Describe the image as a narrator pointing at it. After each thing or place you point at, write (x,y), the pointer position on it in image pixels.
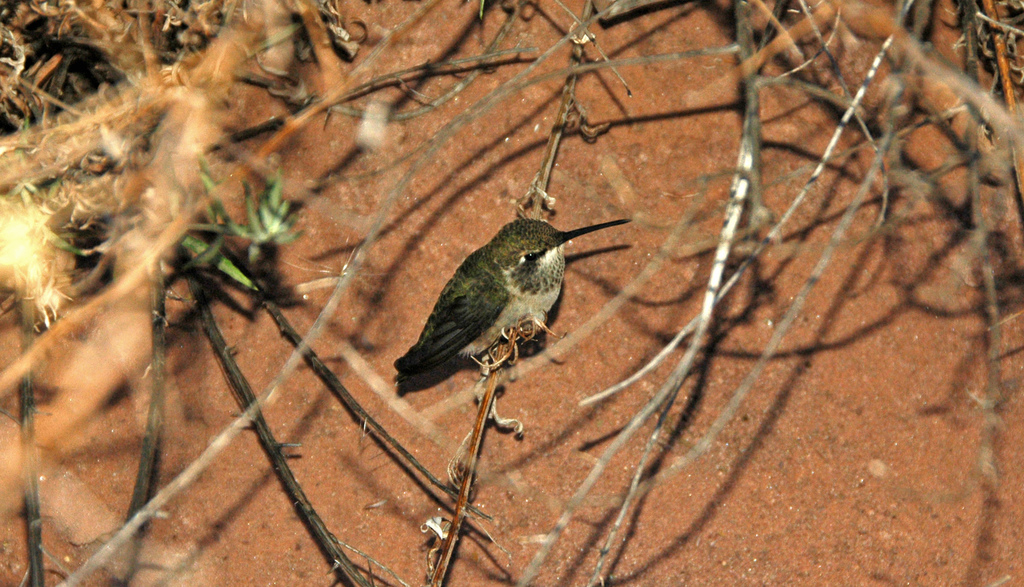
In the center of the picture (497,324) there is a bird (521,287) sitting on a stem (474,450). At the top (841,122) there are twigs (853,101). In the background (414,205) there is soil (391,125). It is sunny.
